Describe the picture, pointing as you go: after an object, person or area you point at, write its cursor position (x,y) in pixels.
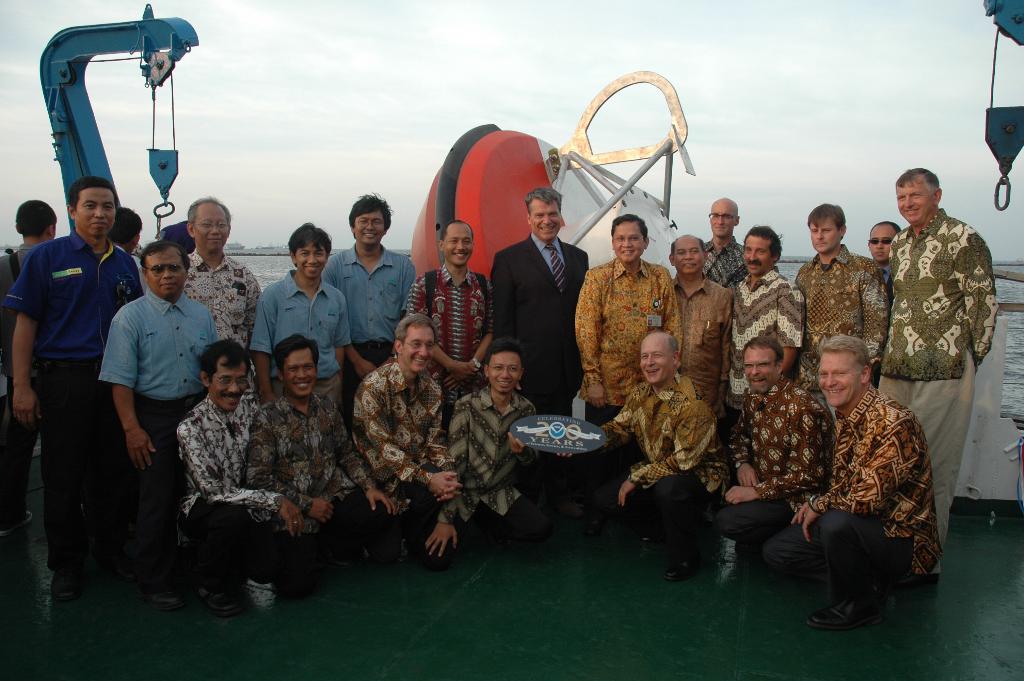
In the center of the picture (381,273) there are people (421,323). In the center (519,419) the person (515,409) is holding a plaque (554,435), behind the people (458,443) there are a buoy (517,163) and other objects (481,183). In the background (276,255) there is a water body (260,262). Sky (417,184) is cloudy.
